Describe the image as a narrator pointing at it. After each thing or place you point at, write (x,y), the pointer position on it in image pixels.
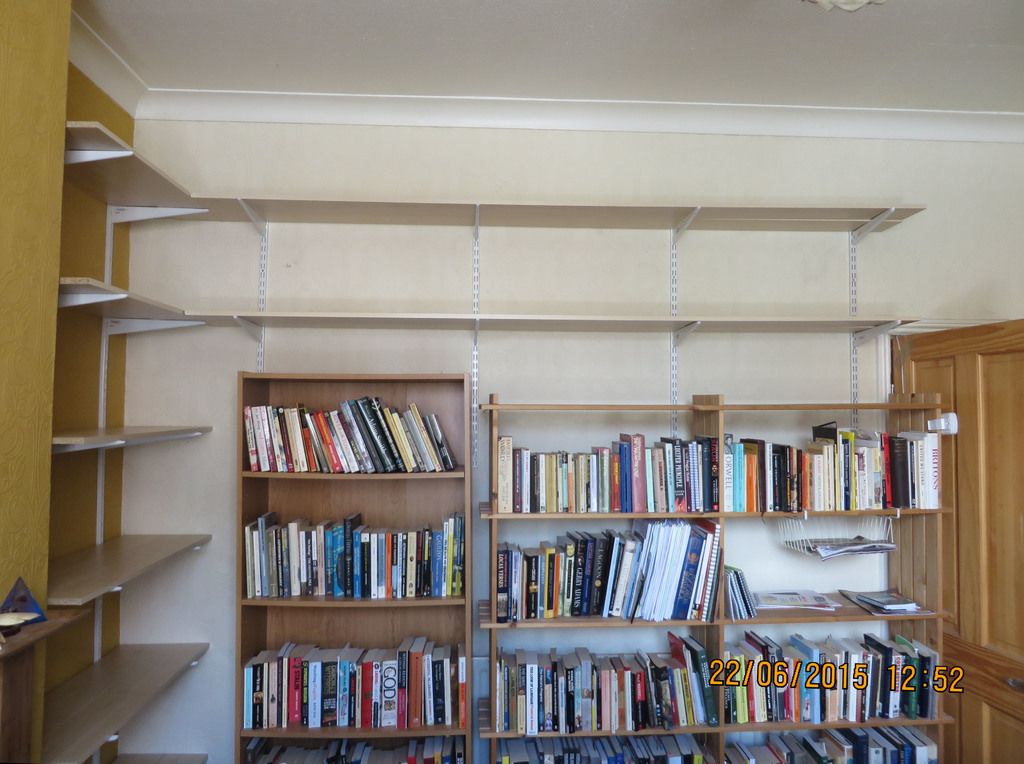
In this picture we can see racks (835,727) and books (420,439). In the background (898,189) we can see wall (946,301).
